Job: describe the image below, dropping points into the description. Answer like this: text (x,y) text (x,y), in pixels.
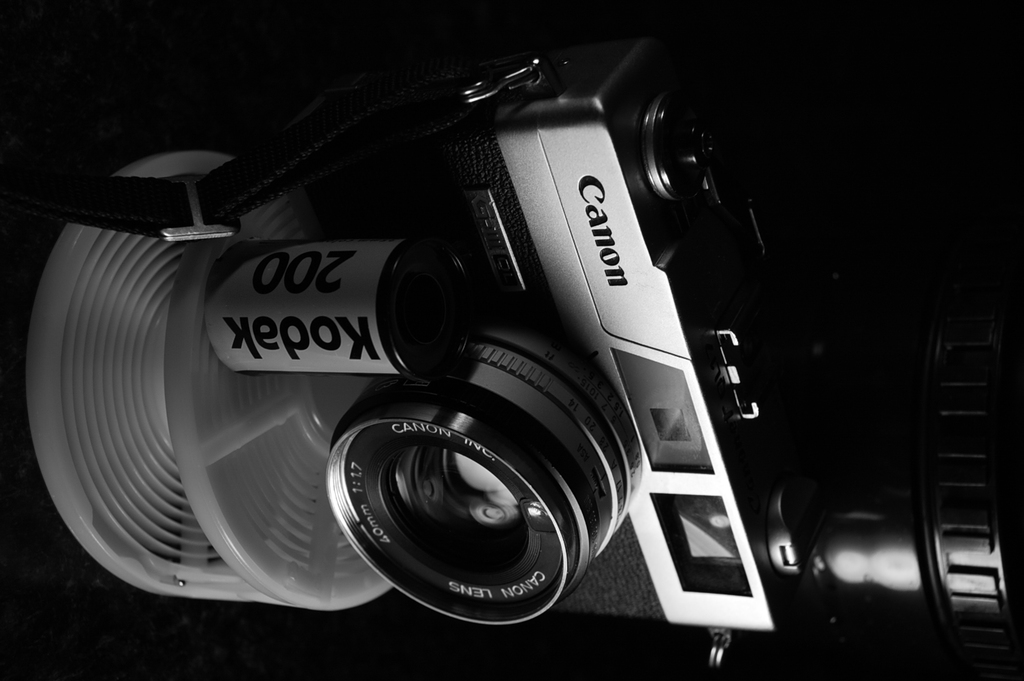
In this image there is a camera (470,263). The background (41,98) is dark.
